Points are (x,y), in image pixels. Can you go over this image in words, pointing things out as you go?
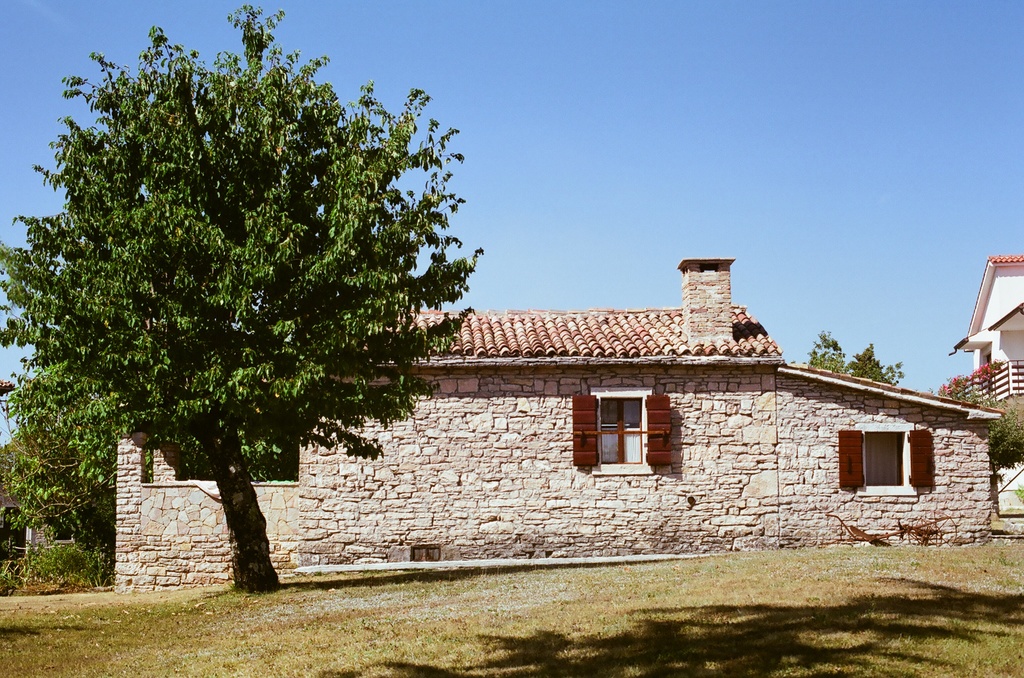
In this image we can see a building (625,458), windows (625,402), chimney (711,261), trees (239,428), ground (682,608) and sky (489,229).
